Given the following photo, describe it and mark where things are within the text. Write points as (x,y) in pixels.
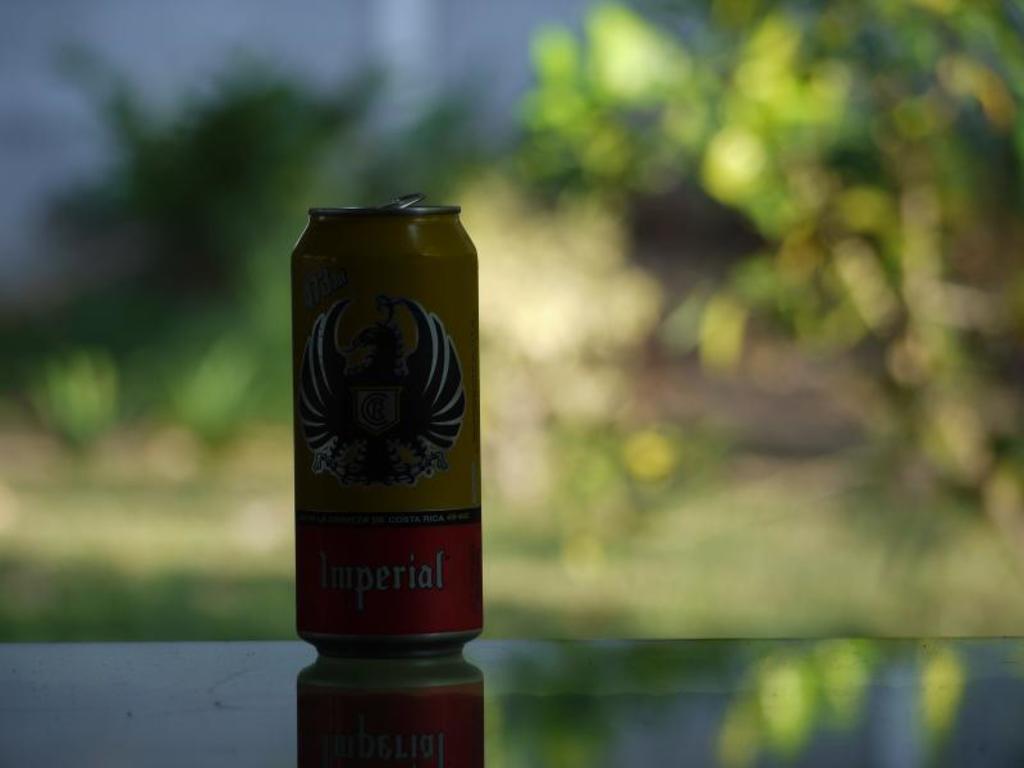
Here I can see a beer can (310,409) on the glass (504,706). In the background (687,340) few trees (864,120) are visible. The background (1013,258) is blurred.
